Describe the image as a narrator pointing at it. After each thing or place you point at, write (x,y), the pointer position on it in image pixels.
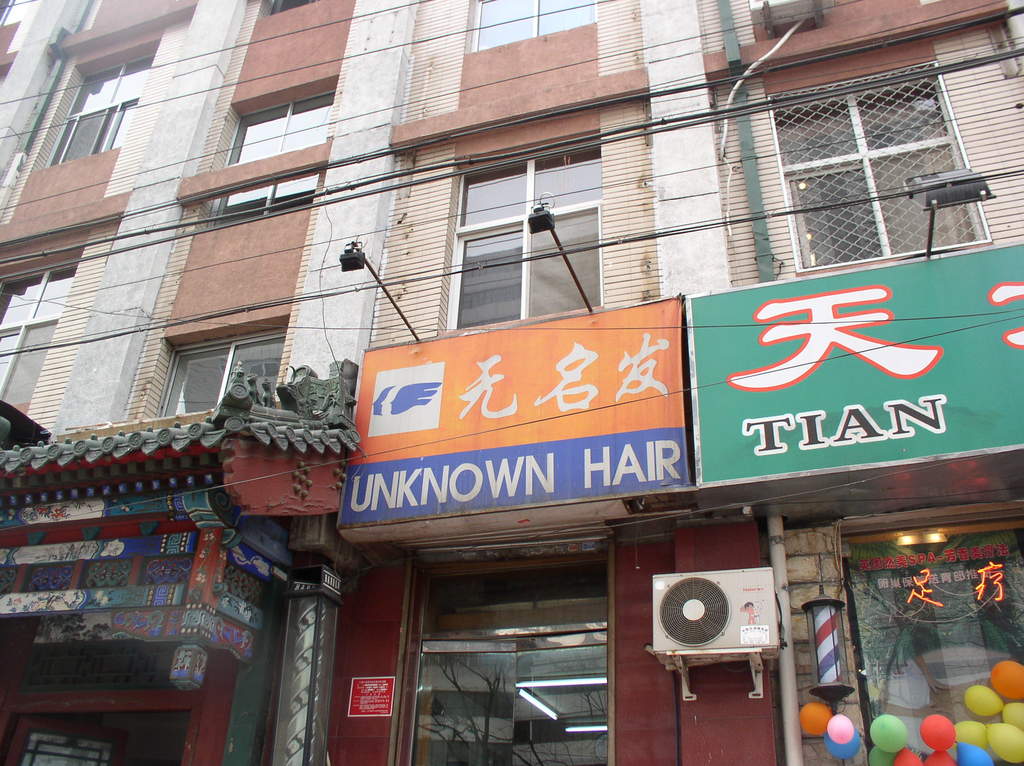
In this picture there is a building (745,693) and there are boards (701,400) on the building (827,544) and there is an air conditioner (721,613) and there is a pipe (797,702) on the wall (669,734) and there are lights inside the building (703,539). At the bottom right (1012,743) there are balloons (979,708) and there is text (898,365) on the boards (393,449).
